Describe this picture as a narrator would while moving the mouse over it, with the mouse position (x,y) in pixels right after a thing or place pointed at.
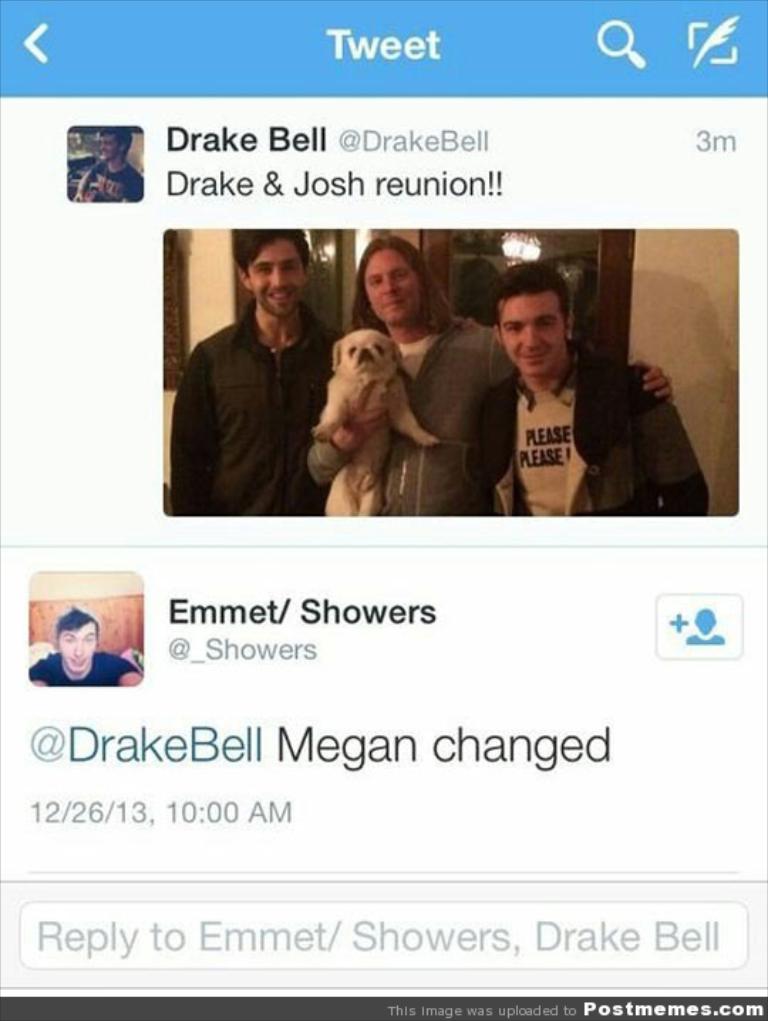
In this picture we can see a screen (406,320), on which we can see some images (461,406) and text (385,748).
